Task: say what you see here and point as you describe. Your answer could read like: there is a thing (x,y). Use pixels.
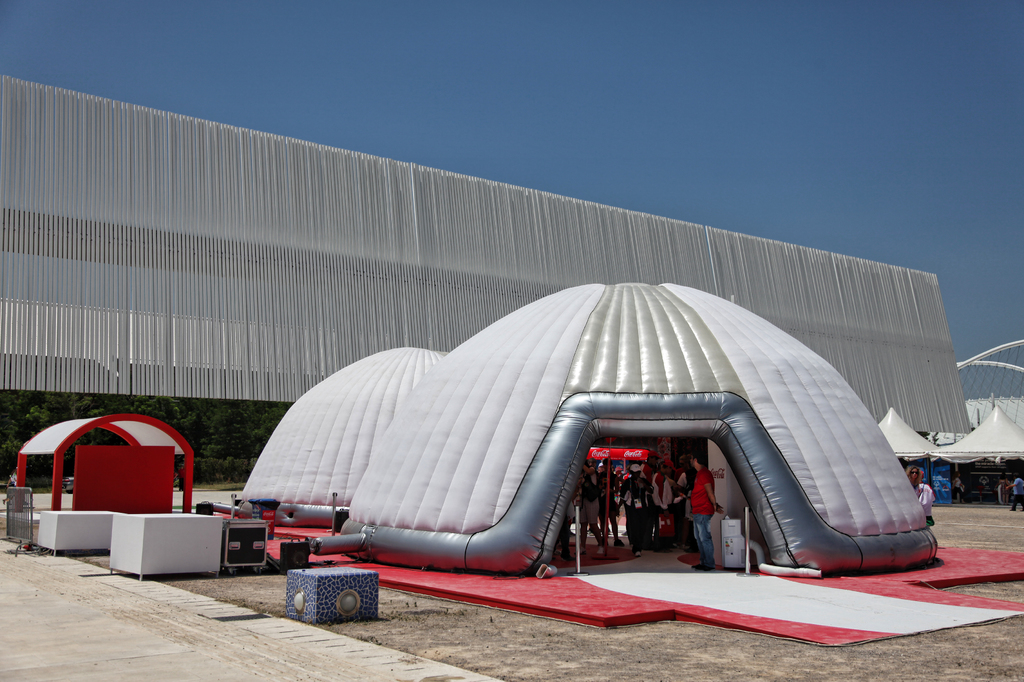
In this picture we can see people (702,554) on the ground (784,598), here we can see plants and we can see sky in the background (1006,287).
